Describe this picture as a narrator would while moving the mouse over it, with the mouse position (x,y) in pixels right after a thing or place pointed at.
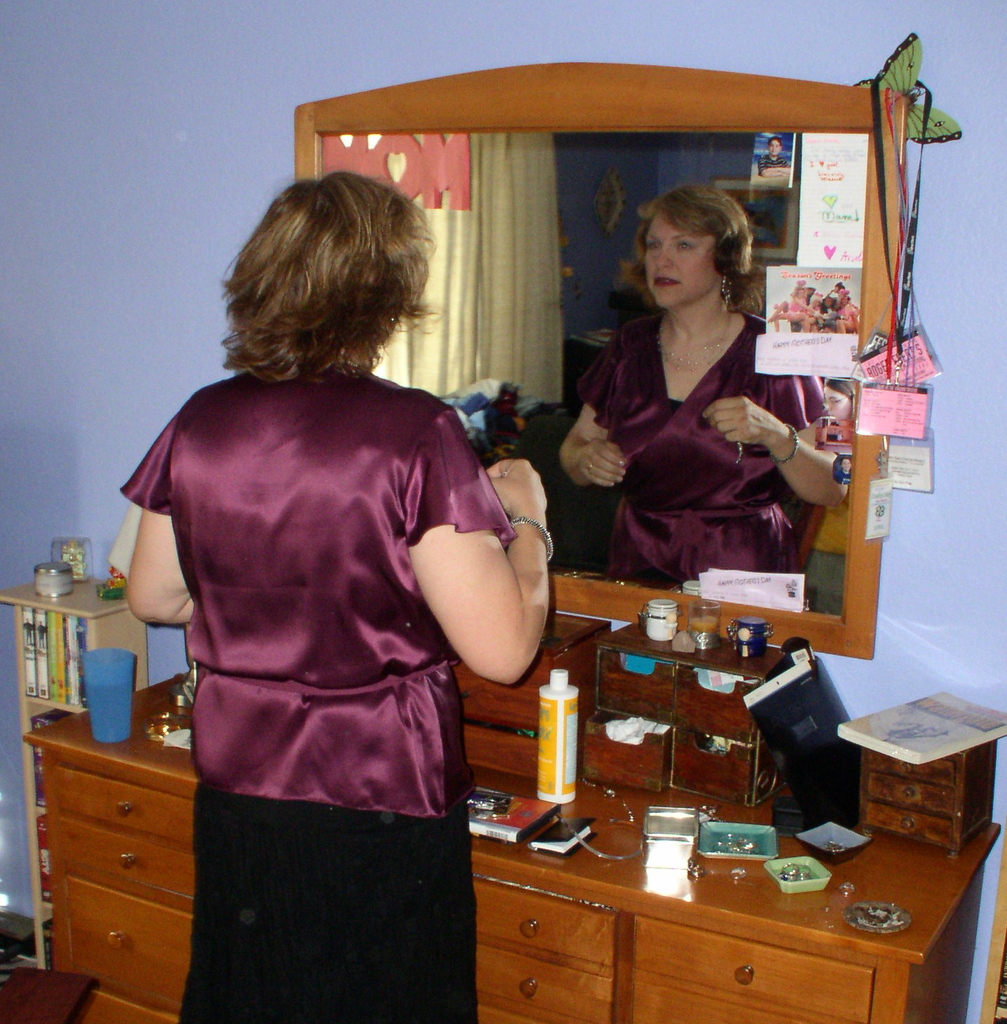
In the center of the image (438,507) there is a lady (335,582) standing and looking into the mirror (513,433). At the bottom of the image (807,923) there is a dressing table (689,899) and there are some accessories (789,878), bottles (548,708), makeups (666,622), glass (88,655) and a book (554,837) placed on the table (589,875). In the background (75,183) there is a wall (167,124).
